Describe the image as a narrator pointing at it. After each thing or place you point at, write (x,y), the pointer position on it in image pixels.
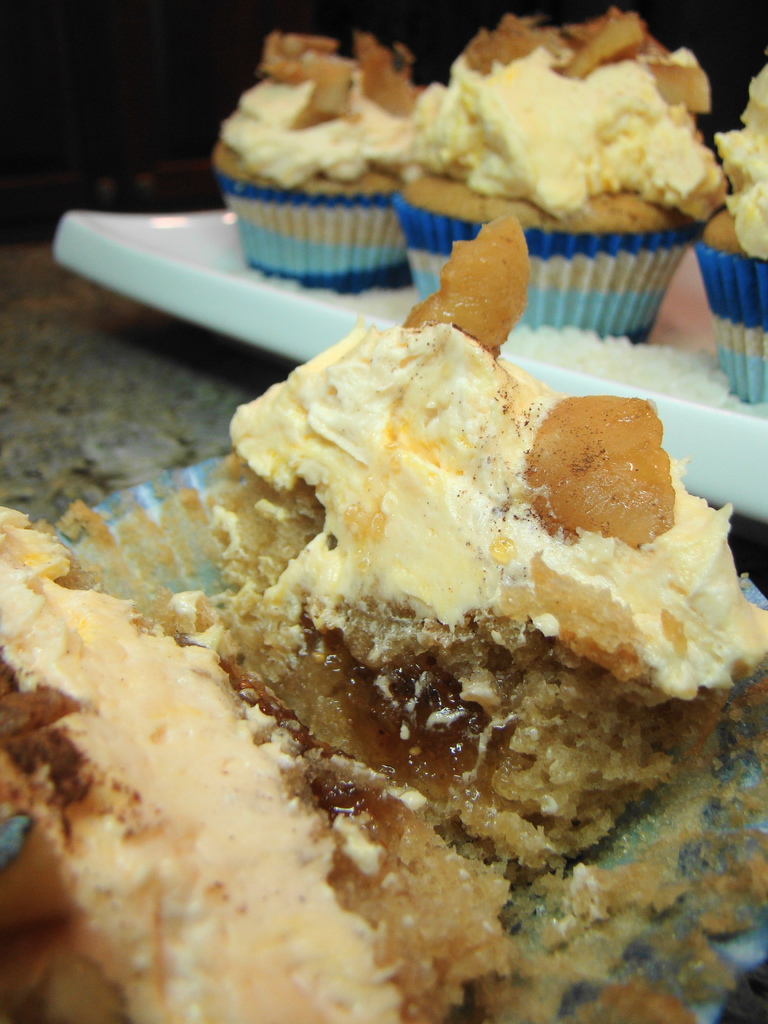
In this image I can see few cupcakes (323,275) on the white color surface (248,295). In front (598,578) I can see the food (554,689) on the grey color surface (96,439).
